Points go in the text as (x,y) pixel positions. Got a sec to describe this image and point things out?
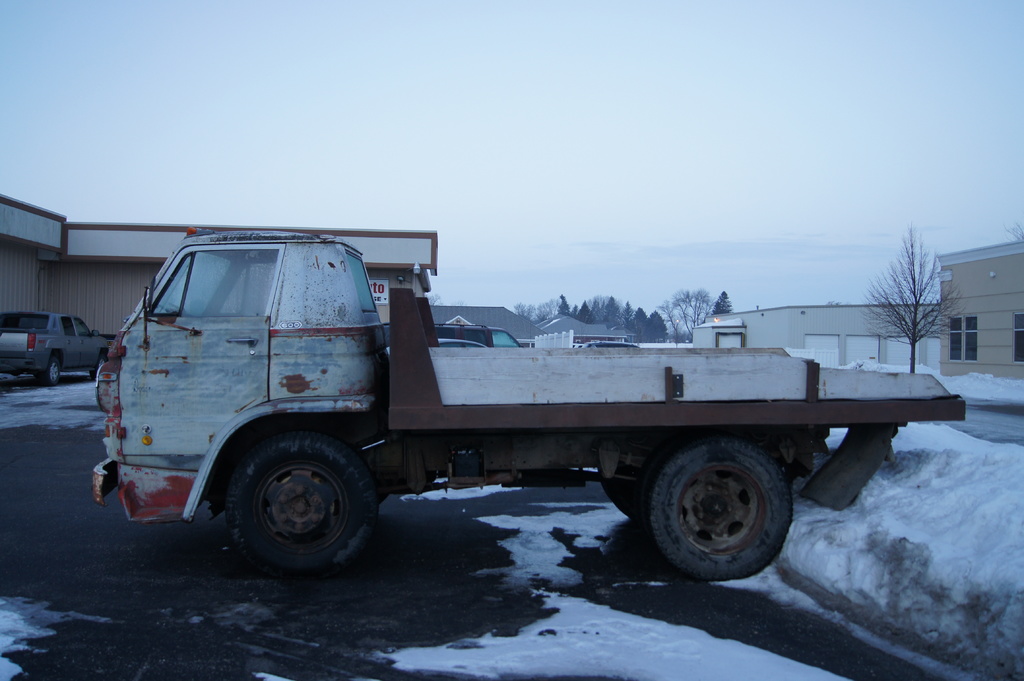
In this image we can see a truck (206,382) on the left side of the image (87,265) there is a building (68,264) and a car (62,317) in front of the building (80,256), in the background (471,313) there are some trees (913,284), buildings (514,314) and cars (484,332), in the right side of the image (938,312) there are two buildings (874,335) and snow (983,377) in front of the building (999,328) and sky (733,135) in the background (715,159).
